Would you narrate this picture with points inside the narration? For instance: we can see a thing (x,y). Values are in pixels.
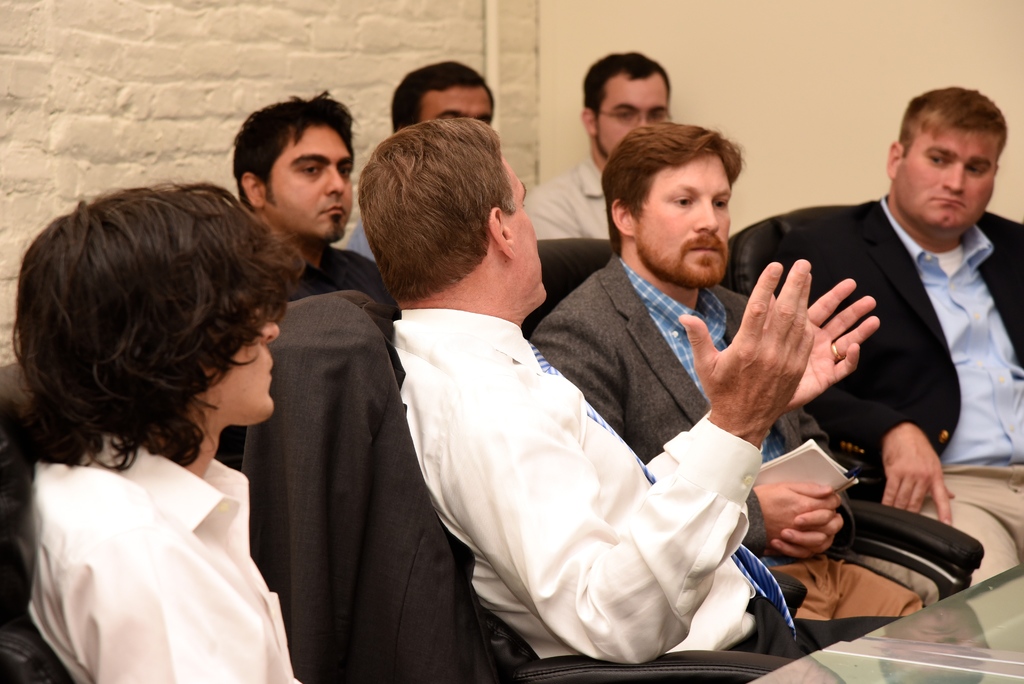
On the left (231,399) there is a woman (188,456) and few men (464,244) sitting on the chair (632,666) at the table (850,641) and among them one man (730,311) is holding a book (827,464) in his hands (826,508). In the background (69,132) there is a wall (69,132).
